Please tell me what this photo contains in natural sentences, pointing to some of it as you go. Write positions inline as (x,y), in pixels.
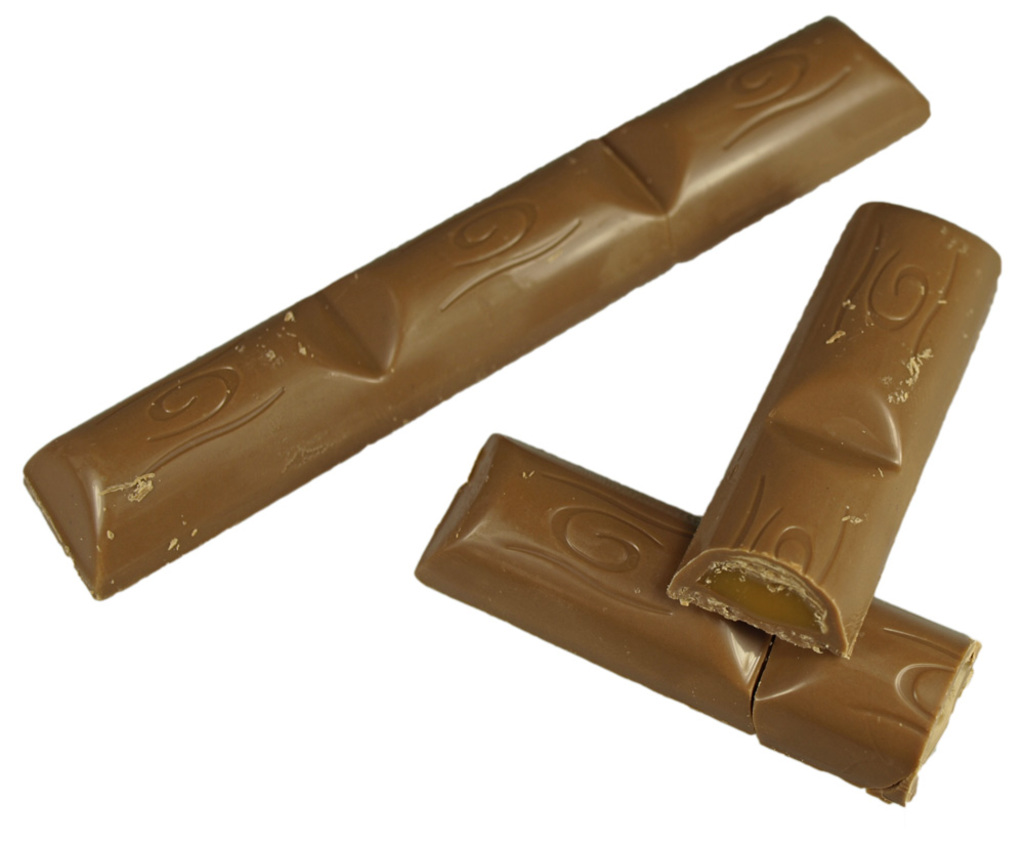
In this picture we can observe a chocolate (643,635) which is in brown color. The background (280,605) is in white color.
